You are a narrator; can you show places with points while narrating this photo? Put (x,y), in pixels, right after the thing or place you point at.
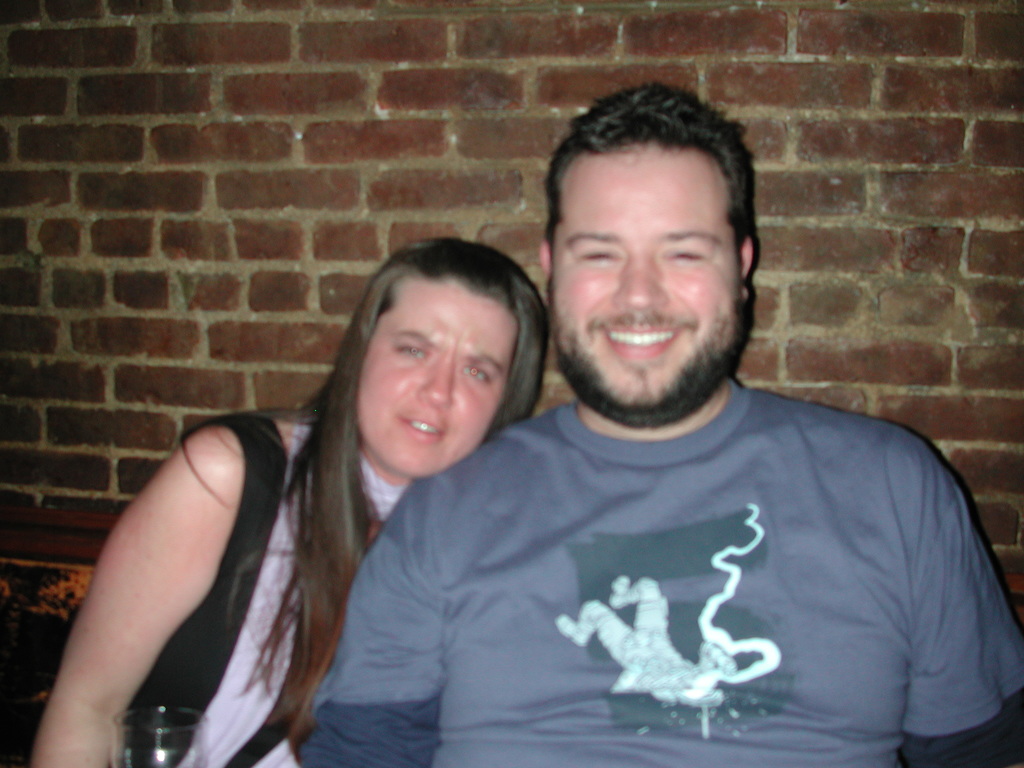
Here I can see a woman (484,365) and a man (574,463) are sitting, smiling and giving pose for the picture. In the bottom left-hand corner (168,723) there is a glass (140,732). At the back of these people (151,701) there is a wall (237,166).
